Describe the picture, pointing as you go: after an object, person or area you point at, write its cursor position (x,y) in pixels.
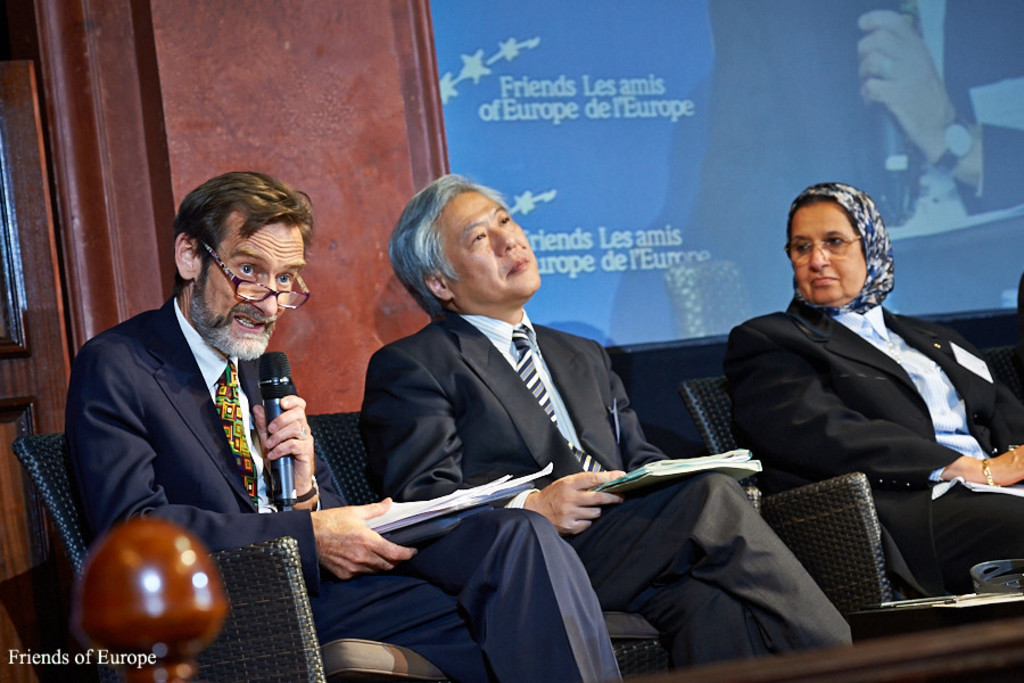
In this image I can see one woman (777,326) and two men (450,433) are sitting. I can see they all are wearing formal dress (570,453) and two of them are wearing specs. I can also see they all are holding white colour things (416,503) and he is holding a mic (282,363). In the background (610,233) I can see blue colour board (526,173) and on it I can see something is written.
